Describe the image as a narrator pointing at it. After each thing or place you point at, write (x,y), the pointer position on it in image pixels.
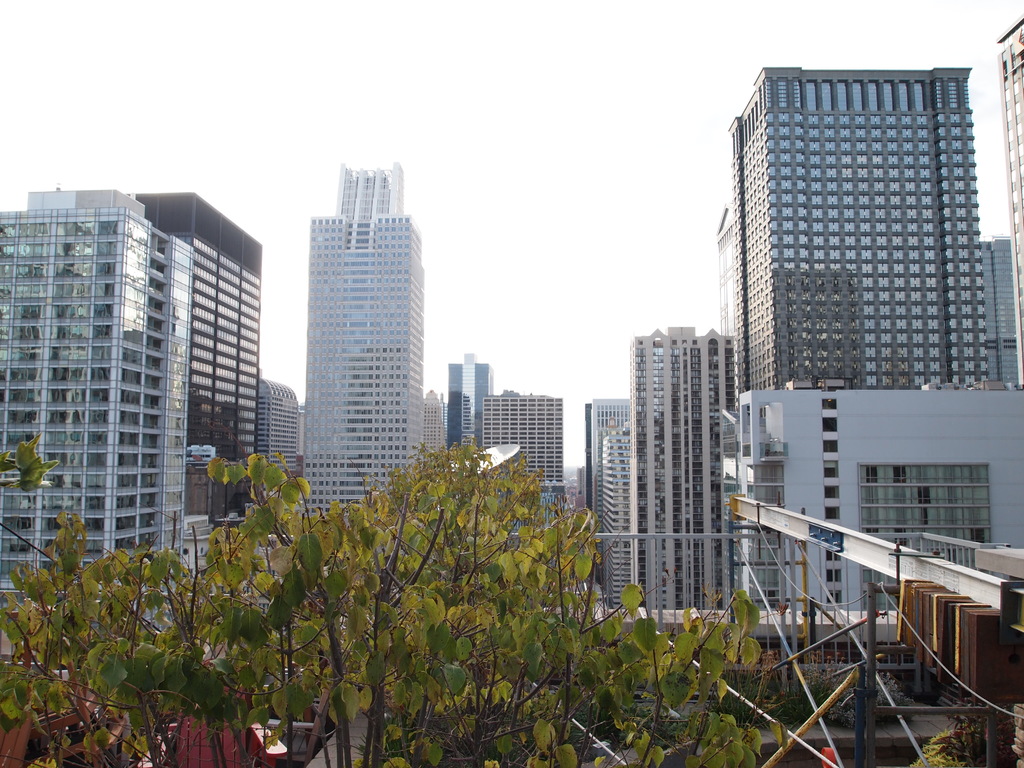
In the background (555,69) we can see sky (723,148), buildings (656,364). This is a tree (480,714).
